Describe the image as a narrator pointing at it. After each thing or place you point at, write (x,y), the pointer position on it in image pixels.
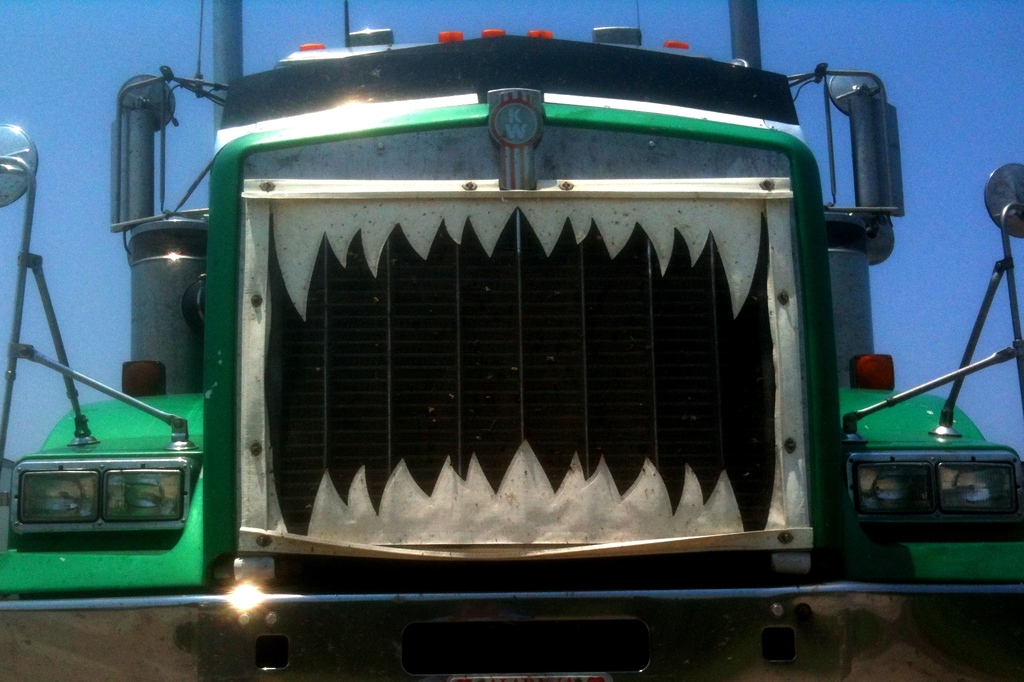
In the center of the image (644,230), we can see a vehicle (276,195). At the top (102,62), there is sky (79,35).
